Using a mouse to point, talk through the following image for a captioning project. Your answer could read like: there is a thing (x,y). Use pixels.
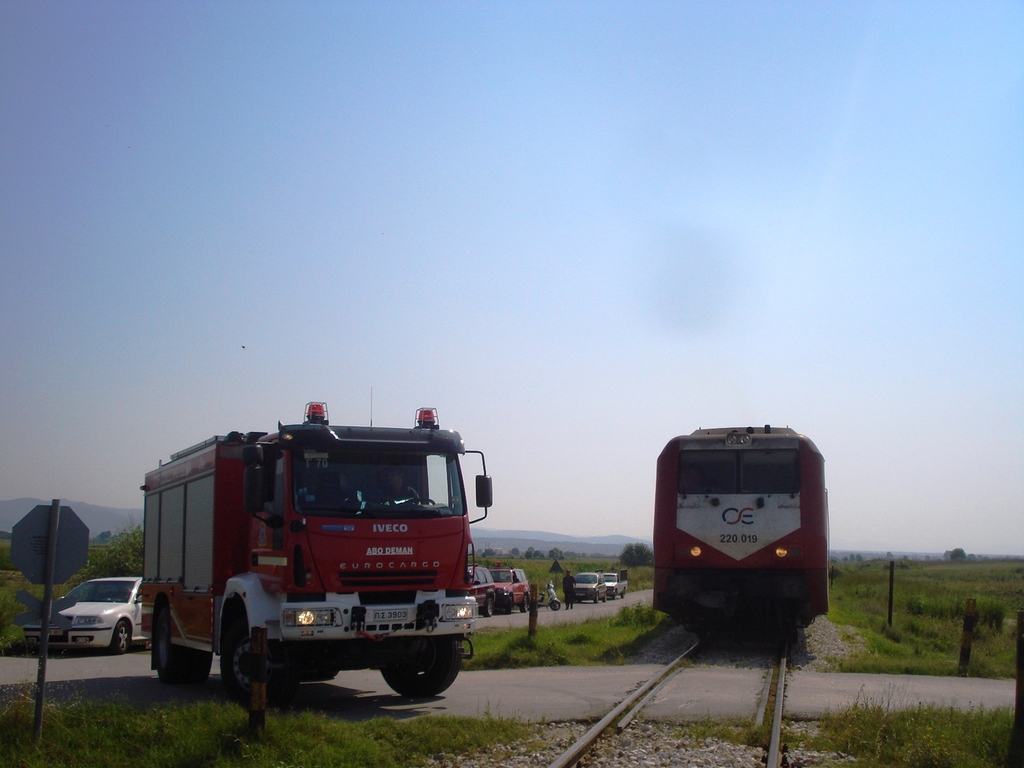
In this image we can see a locomotive (703,539) on the track (683,731), motor vehicles (264,616) on the road (520,710), sign boards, agricultural fields (935,601), stones (629,726), persons (568,575) standing on the road (575,611), hills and sky (537,140).
